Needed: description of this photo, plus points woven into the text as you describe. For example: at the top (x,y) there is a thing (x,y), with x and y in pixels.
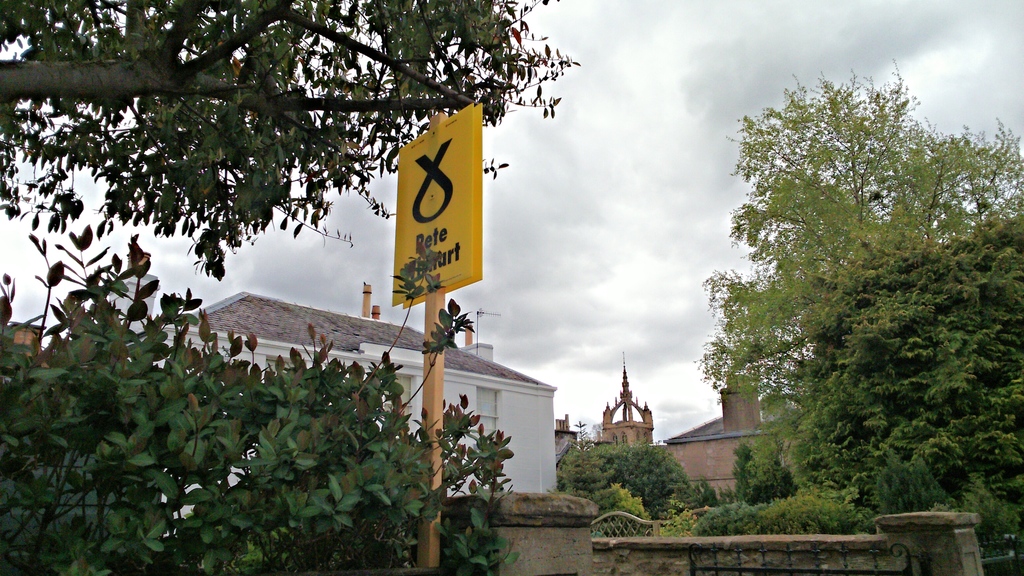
In this picture there is a yellow color campaign board (456,127) on the ground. Behind there is a white color shade house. In the background (592,450) there is a brown color church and some trees (959,496). On the bottom (957,548) front side there is a small boundary wall (941,532).
